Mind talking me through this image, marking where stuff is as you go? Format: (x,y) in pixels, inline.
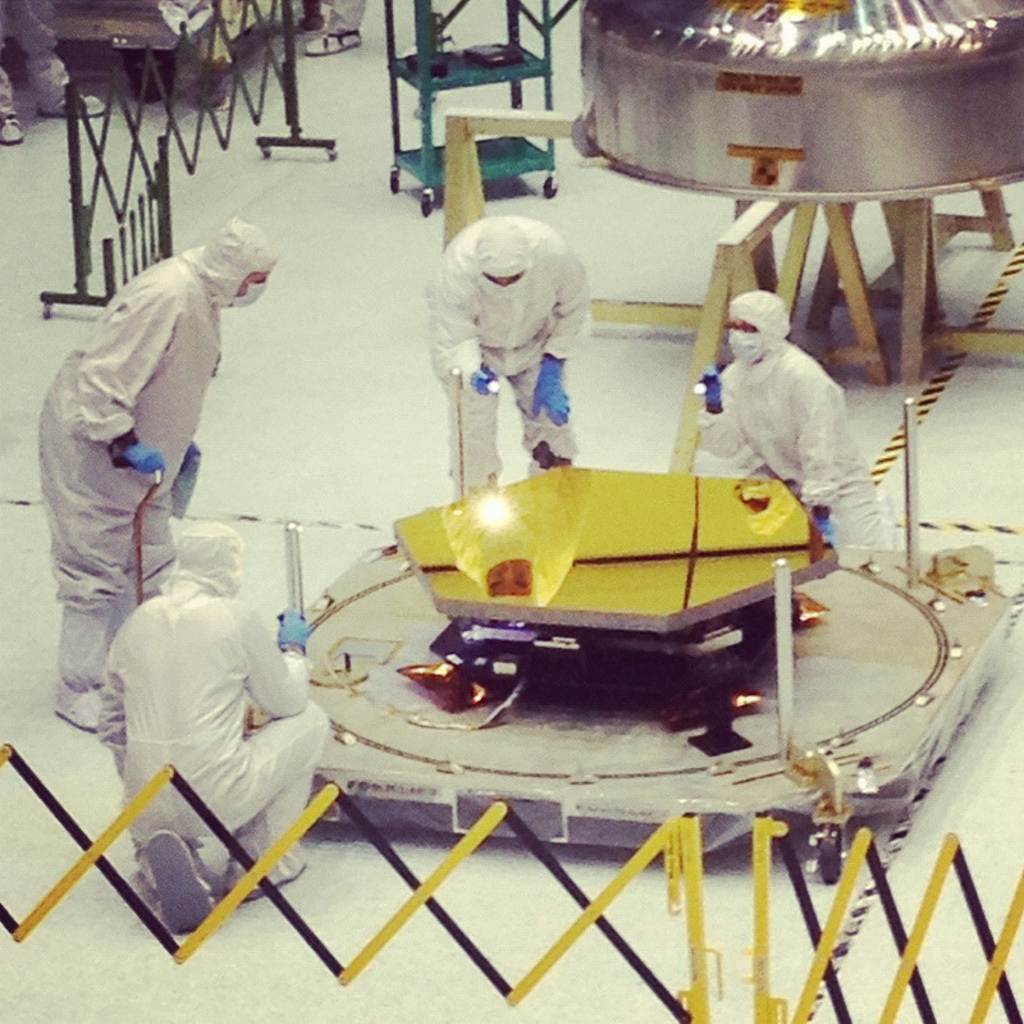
In this image we can see a few people (466,475) and there is an object (436,615) in the middle of the image (488,610) which looks like a machine (647,792) and there are some other things (664,107) on the floor (190,972).
